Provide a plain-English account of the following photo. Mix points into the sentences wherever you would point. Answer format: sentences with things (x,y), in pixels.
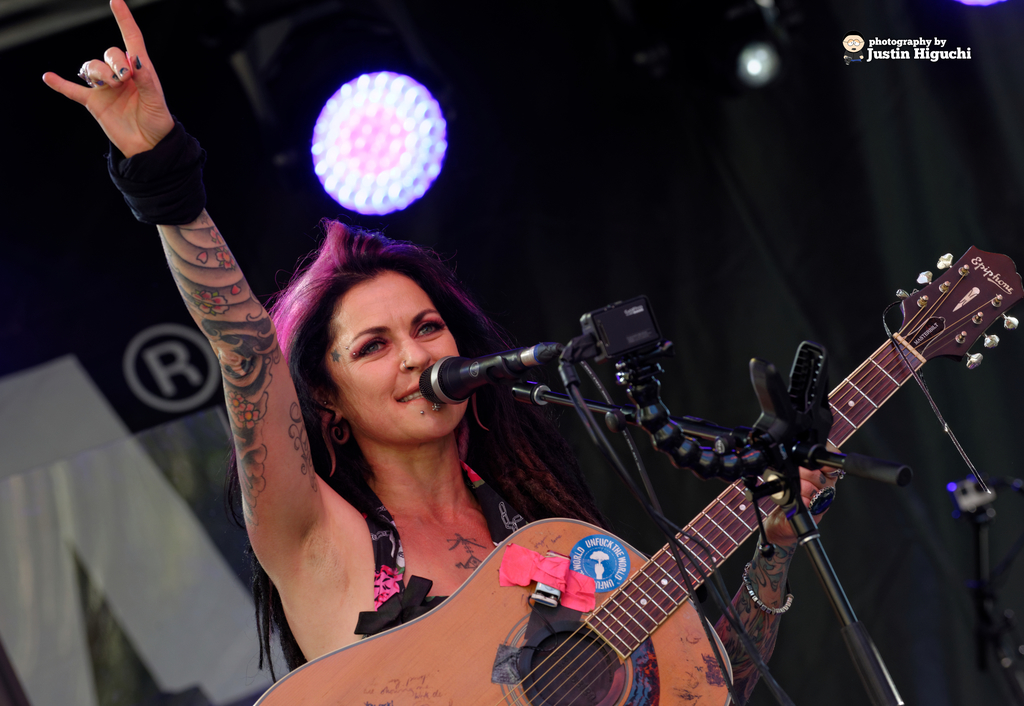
This picture shows a woman (287,639) standing and holding a guitar (720,694) in her hand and she is speaking with the help of a microphone (446,380) in front of her
